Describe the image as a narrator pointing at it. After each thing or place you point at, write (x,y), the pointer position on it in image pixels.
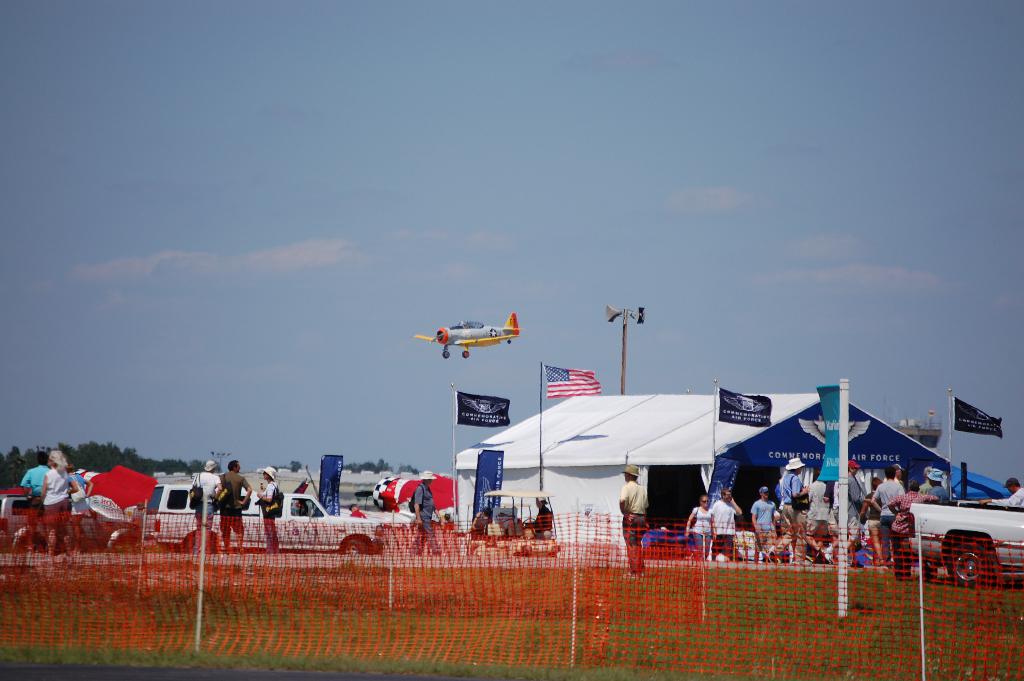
In this image we can see there are people (789,525) and vehicles (515,533) on the ground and there is a shed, around the shed (607,482) there are flags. And there is a net (406,639), grass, aircraft (480,333) and the sky (574,311).
